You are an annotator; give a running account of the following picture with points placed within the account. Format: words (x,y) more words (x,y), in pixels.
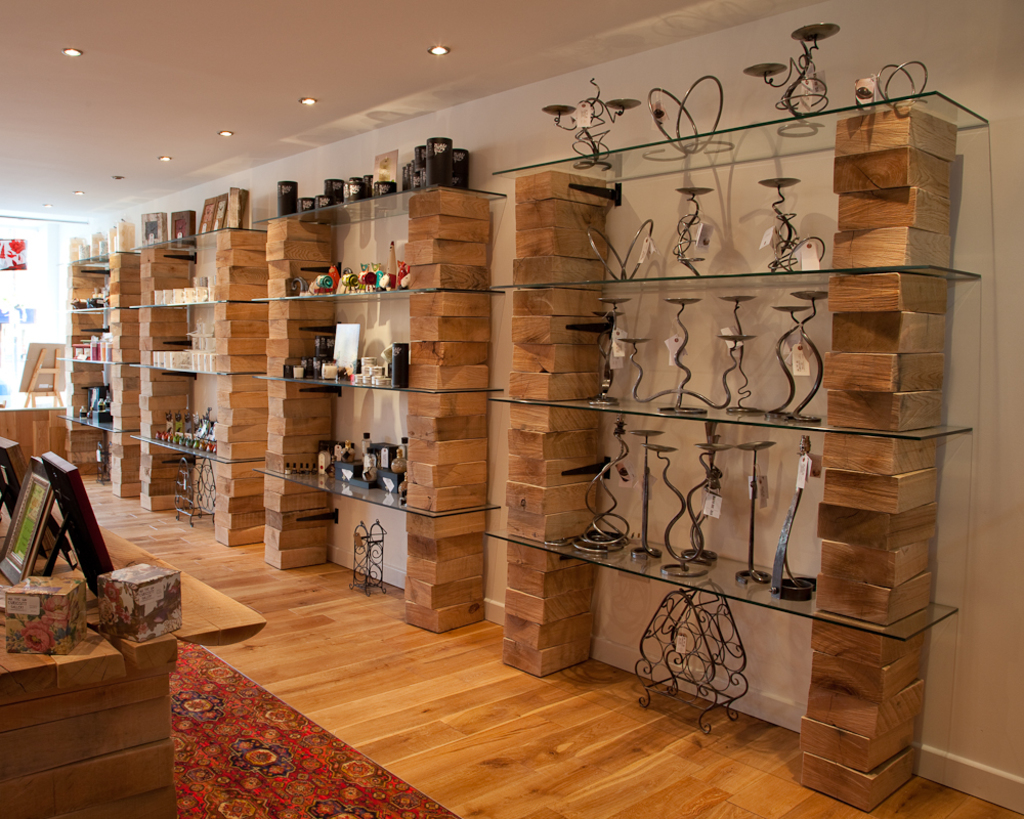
In the image there are glass shelves (653,143) in front of the wall (998,235) with cups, bottles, candle holders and many accessories (97,405) on it, the ceiling (116,196) has lights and the floor (297,620) is of wood (361,666), on the left side (108,735) there is a table (217,617) with photo frames (37,484) and boxes (118,628) on it.
